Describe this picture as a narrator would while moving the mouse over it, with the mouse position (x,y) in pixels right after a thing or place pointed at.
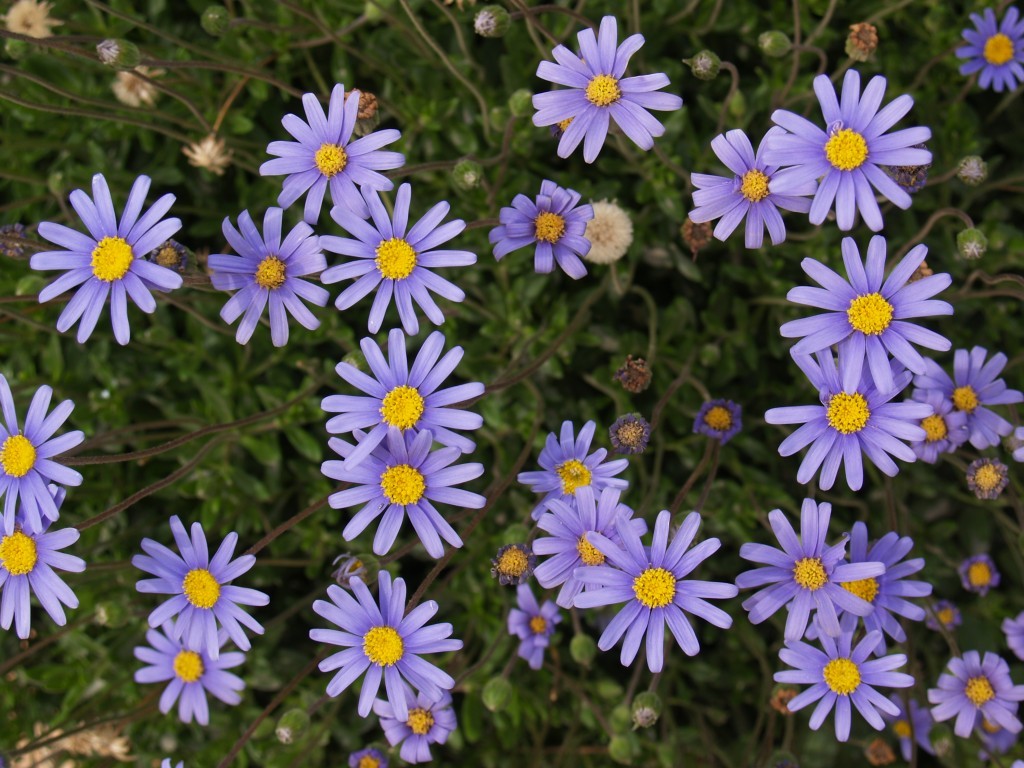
In this image I can see the flowers (131,198) to the plants (437,139). These flowers (400,269) are in purple and yellow color. And the plants (427,155) are in green color.
